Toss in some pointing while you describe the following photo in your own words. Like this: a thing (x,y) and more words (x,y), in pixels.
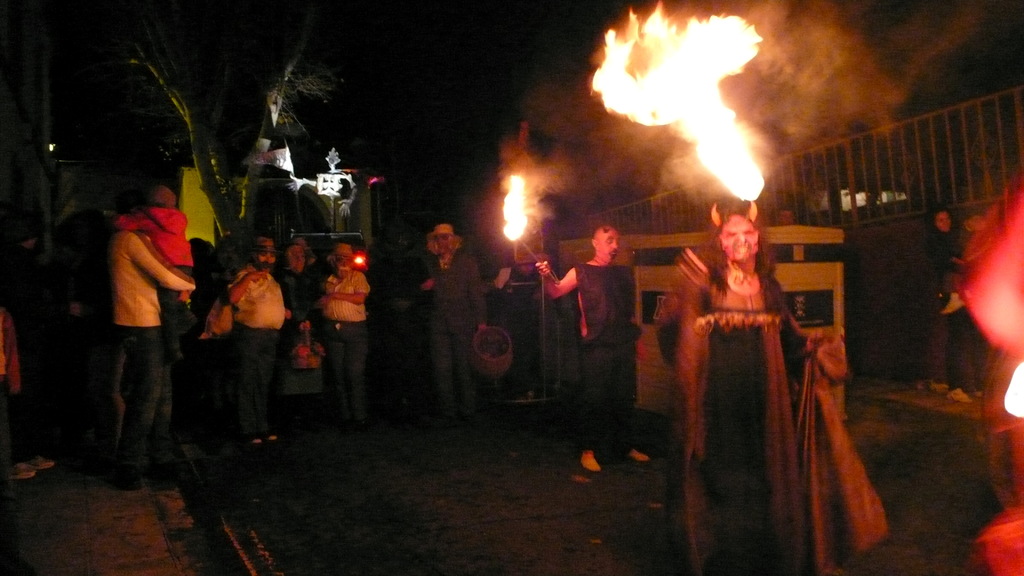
In this image, we can see a group of people (468,386) are standing on the ground (440,538). Left side of the image (158,381), we can see a person (159,272) is holding a kid (175,263). On the right side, a person (596,249) is holding some stick (550,275) with fire (511,228). Background (867,171) we can see trees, grills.
